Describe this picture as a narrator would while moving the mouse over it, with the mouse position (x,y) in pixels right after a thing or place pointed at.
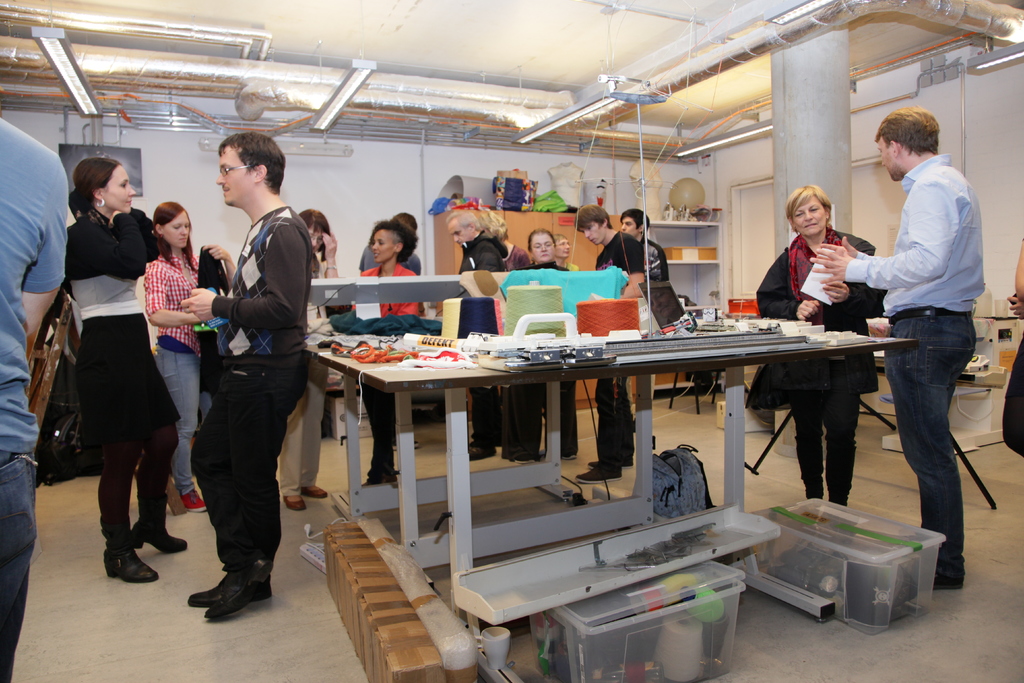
There are group of people (917,292) standing in this image. In the center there are two boxes (850,567) on the floor (748,643). There is a table (412,381) in the center (412,381). In the background (540,222) there are shelves (672,225), cupboard (566,225). At the right side (928,253) the man (928,286) standing is having conversation with the woman (803,258) in front of her. At the left side (275,276) the man (291,267) wearing a black colour dress (279,289) is leaning on the table (425,374). In the background (390,257) the persons (410,249) are standing.
